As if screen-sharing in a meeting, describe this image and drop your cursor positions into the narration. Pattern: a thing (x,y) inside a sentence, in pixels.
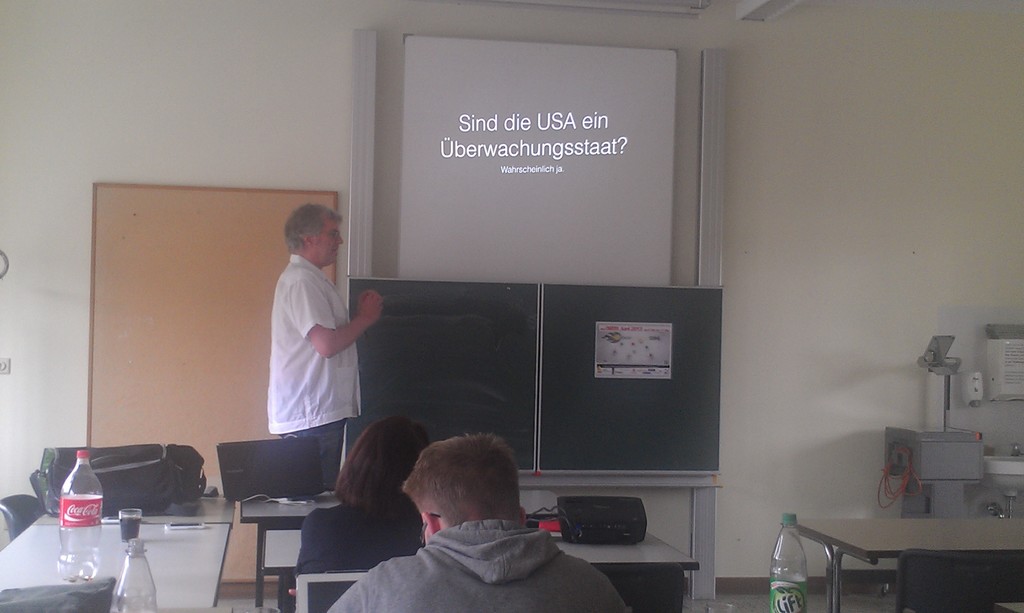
In this image i can see 2 persons (357,533) sitting on chairs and a person (323,232) standing. In the background (923,355) i can see the wall (904,360), few objects (959,363) and a board (511,176).
